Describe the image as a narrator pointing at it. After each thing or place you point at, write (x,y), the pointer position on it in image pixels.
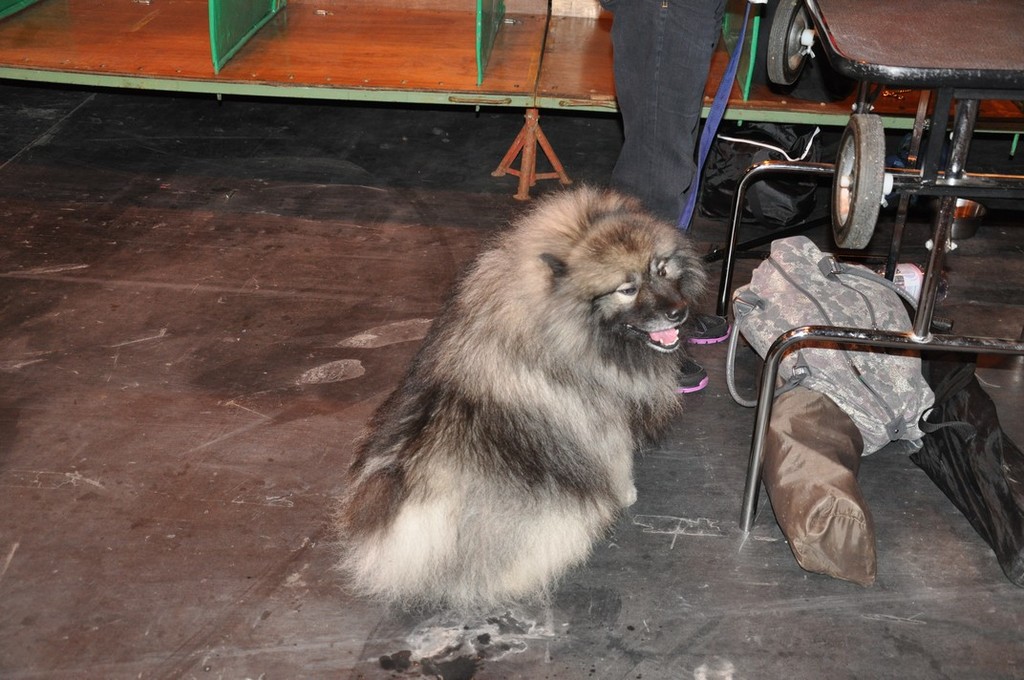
In the foreground (688,453), I can see a dog (604,454), clothes (925,456), metal objects (942,253), wheels (878,209) and a person (668,132) on the floor (505,127). In the background (573,98), I can see wooden objects (606,87). This image taken, maybe in a hall (486,650).
